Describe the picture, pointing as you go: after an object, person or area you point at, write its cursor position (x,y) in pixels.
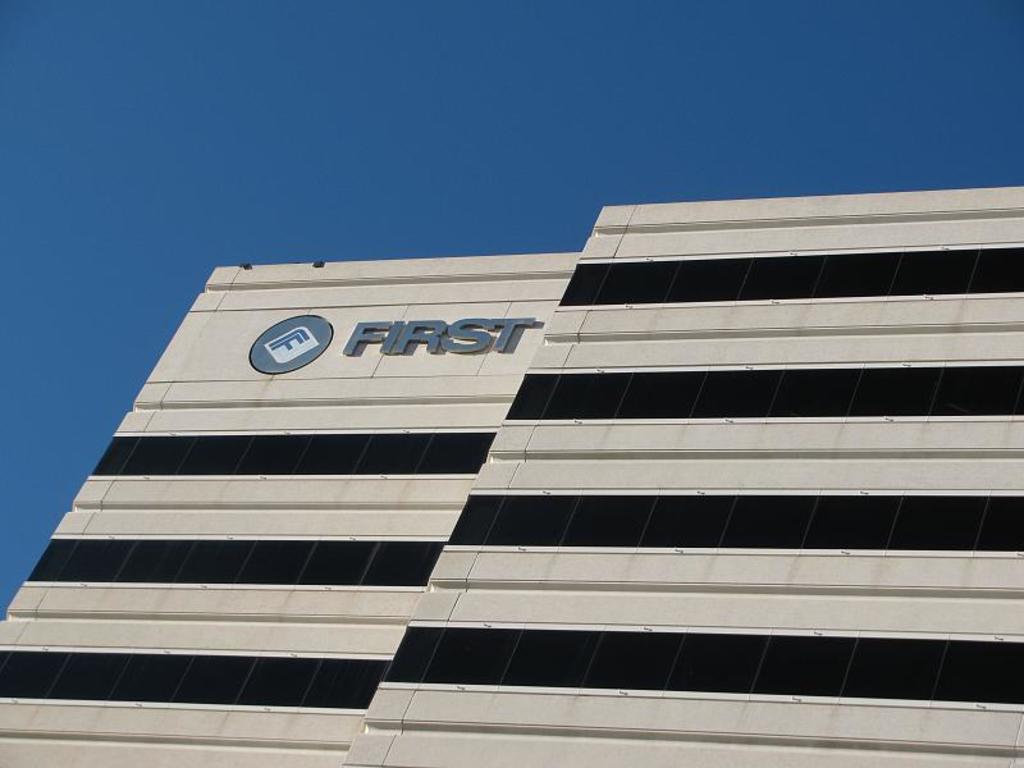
In this picture we can see a building (561,417).
